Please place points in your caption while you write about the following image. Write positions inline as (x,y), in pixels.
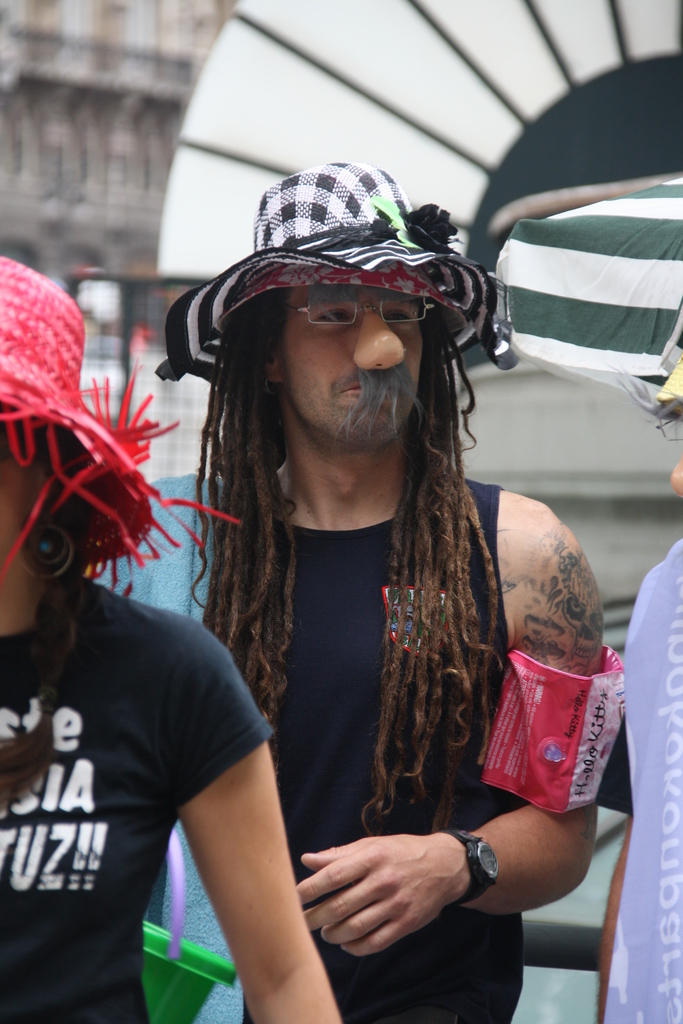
In this image we can see a man (335,468) with hat (326,248), mask (360,364), specs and a watch (474,895). Near to him there are two other people (658,838). One person (111,602) is wearing hat (45,344). In the background (259,87) we can see an arch (228,51). And it is blurry in the background (195,99).
